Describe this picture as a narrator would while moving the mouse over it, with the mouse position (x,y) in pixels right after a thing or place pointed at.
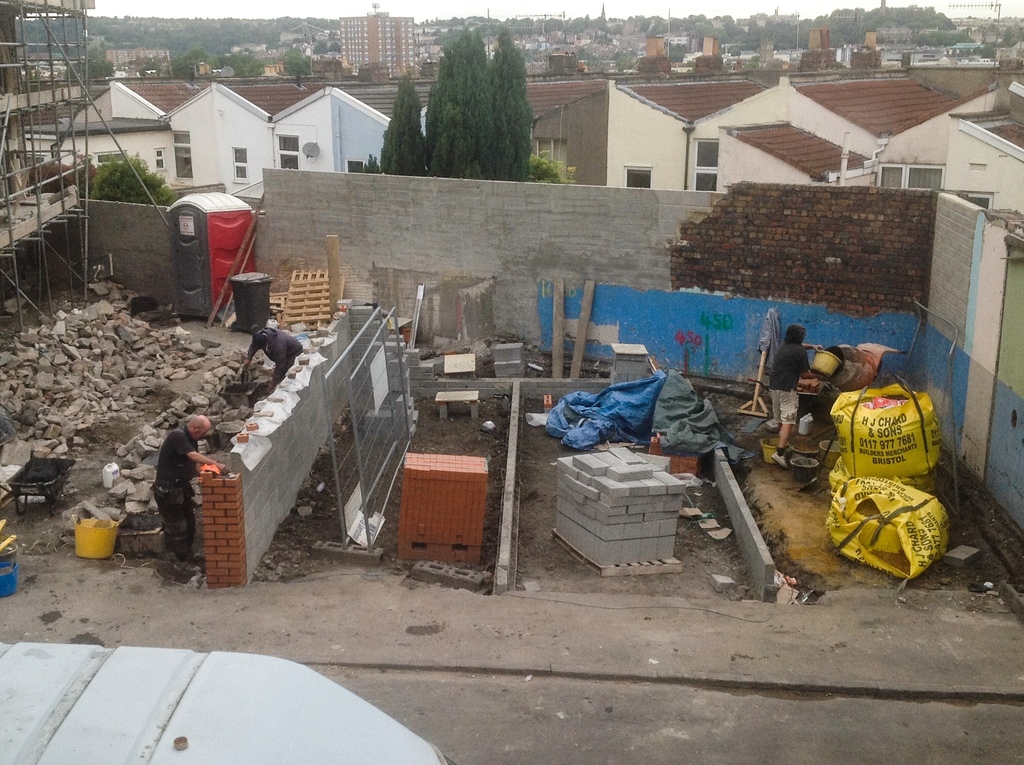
In this image we can see some persons (275,378) who are constructing house (300,370) and in the background of the image (462,99) there are some houses (259,121), trees (490,102) and clear sky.
